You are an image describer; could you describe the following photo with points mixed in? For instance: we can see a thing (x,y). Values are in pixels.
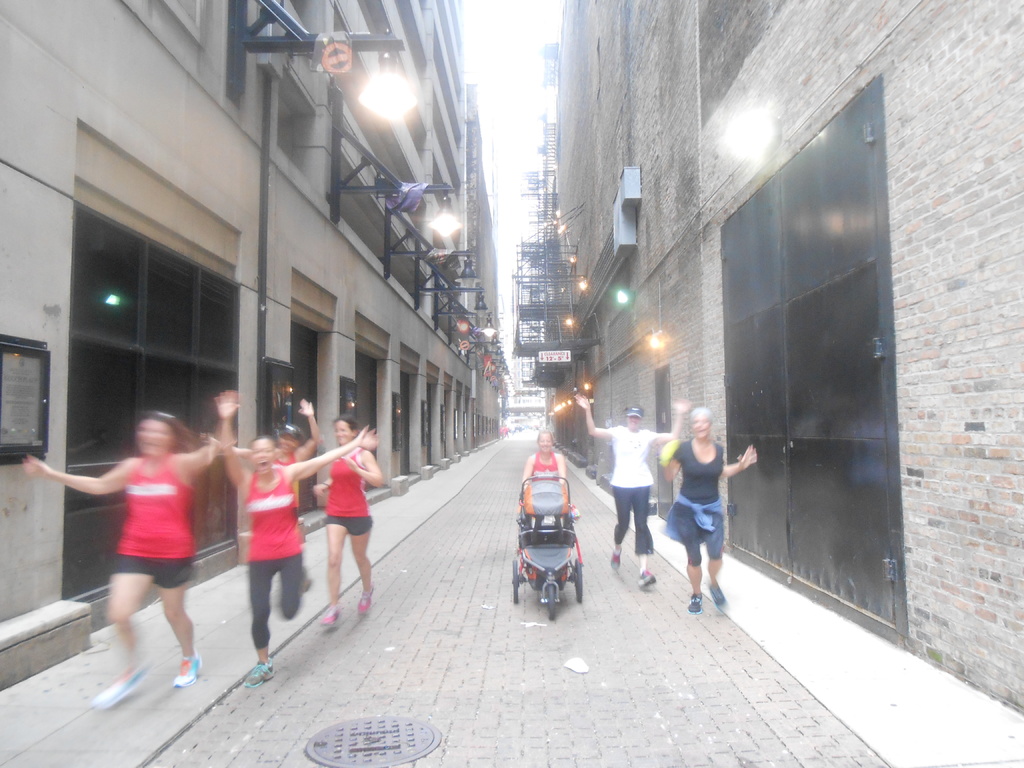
In this picture we can see a manhole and people (328,487) on the ground (526,693), here we can see a stroller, buildings (426,453), lights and some objects (399,490).
